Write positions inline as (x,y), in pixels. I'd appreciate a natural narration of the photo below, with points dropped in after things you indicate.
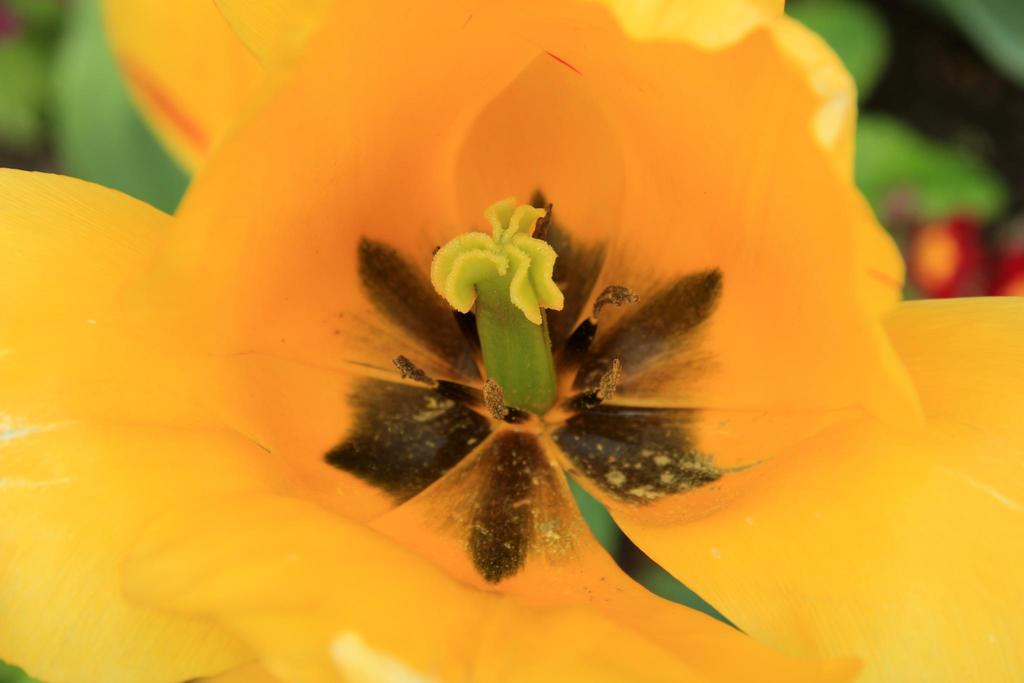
In this image in the front (544,335) there is a flower (573,390) and the background (21,38) is blurry.
